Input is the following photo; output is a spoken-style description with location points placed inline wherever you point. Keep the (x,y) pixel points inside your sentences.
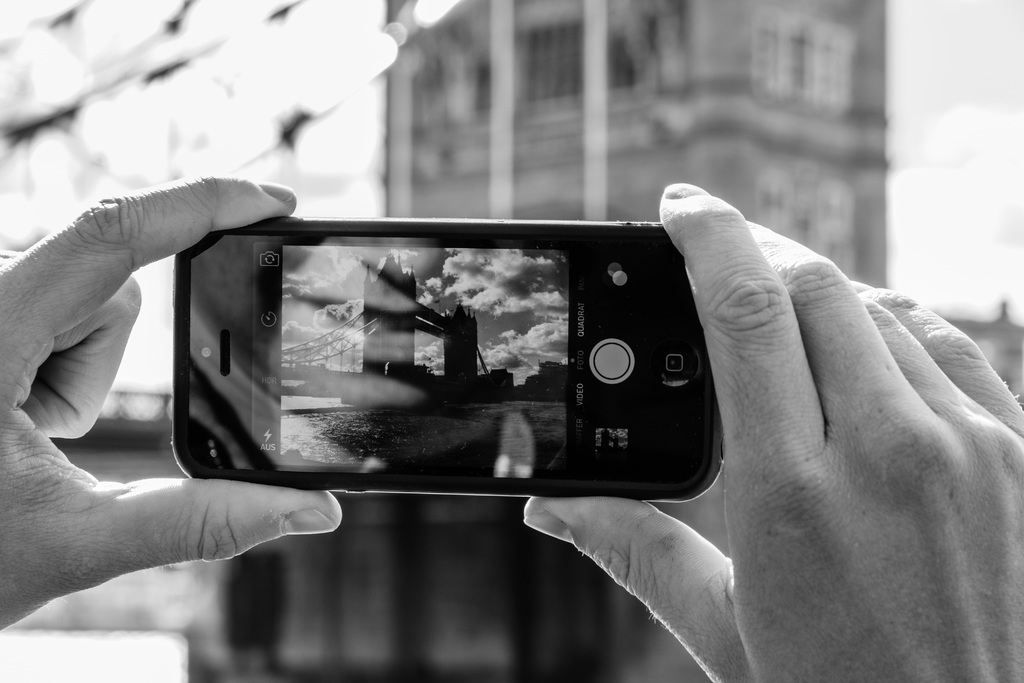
In this picture there is a smartphone (537,472), this is the phone screen (521,397), held by both the hands (734,312), and there is a building (676,112) in the background (723,111), the sky (947,122) is cloudy and the water body (533,454).
